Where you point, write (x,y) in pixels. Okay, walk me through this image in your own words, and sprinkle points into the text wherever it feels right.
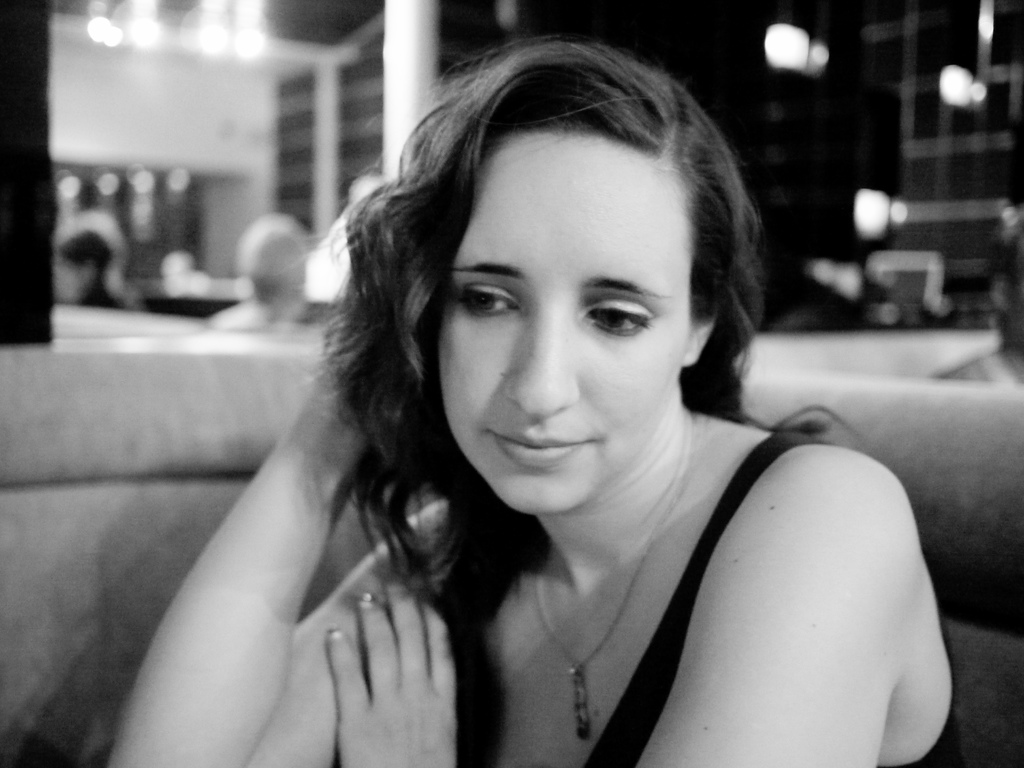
It is a black and white image. In this image in front (803,462) there is a person (365,385) sitting on the sofa (42,391). Behind her there are lights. On the backside (741,147) there is a wall (828,131).
